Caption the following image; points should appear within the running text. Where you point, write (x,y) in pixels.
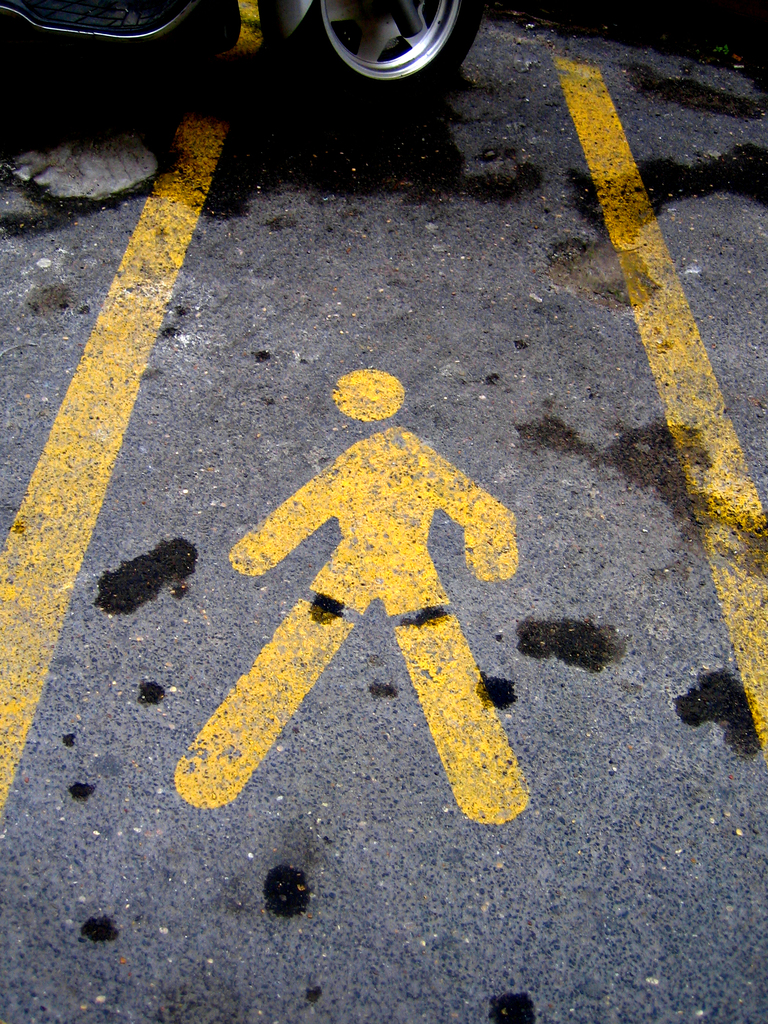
In the image we can see the road (392,330) and the yellow line (79,527) and diagram (322,670) on it. We can even see the vehicle (170,15).
